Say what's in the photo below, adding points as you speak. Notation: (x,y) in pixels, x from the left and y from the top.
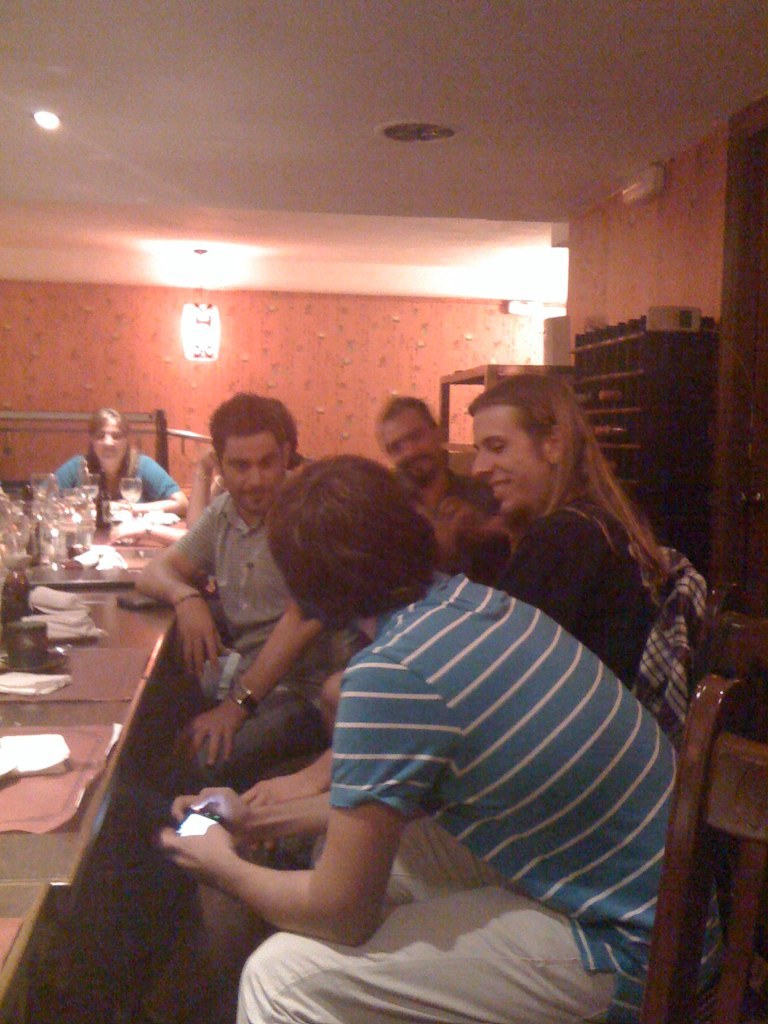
These persons (109,428) sitting on the chair (753,877). there is a table (56,775). On the table (102,558) we can see glasses (79,535), paper (92,628), things (105,526). On the background (283,363) we can see wall (321,356). On the top (50,129) we can see light (43,118).
